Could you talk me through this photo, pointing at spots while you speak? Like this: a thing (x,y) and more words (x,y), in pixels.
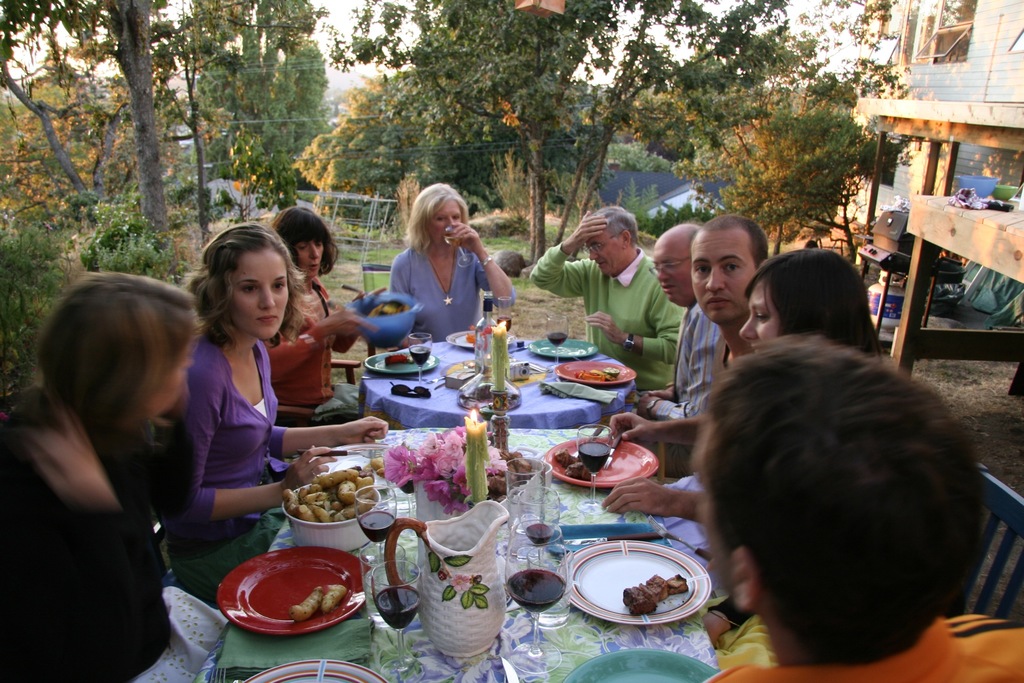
As we can see in the image there are trees (773,92), buildings (954,90), few people (839,364) sitting on chairs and there are two tables (643,643) over here. On table (517,629) there is a mug (446,560), bowls (300,527), flowers (408,471) and plates (606,601).
